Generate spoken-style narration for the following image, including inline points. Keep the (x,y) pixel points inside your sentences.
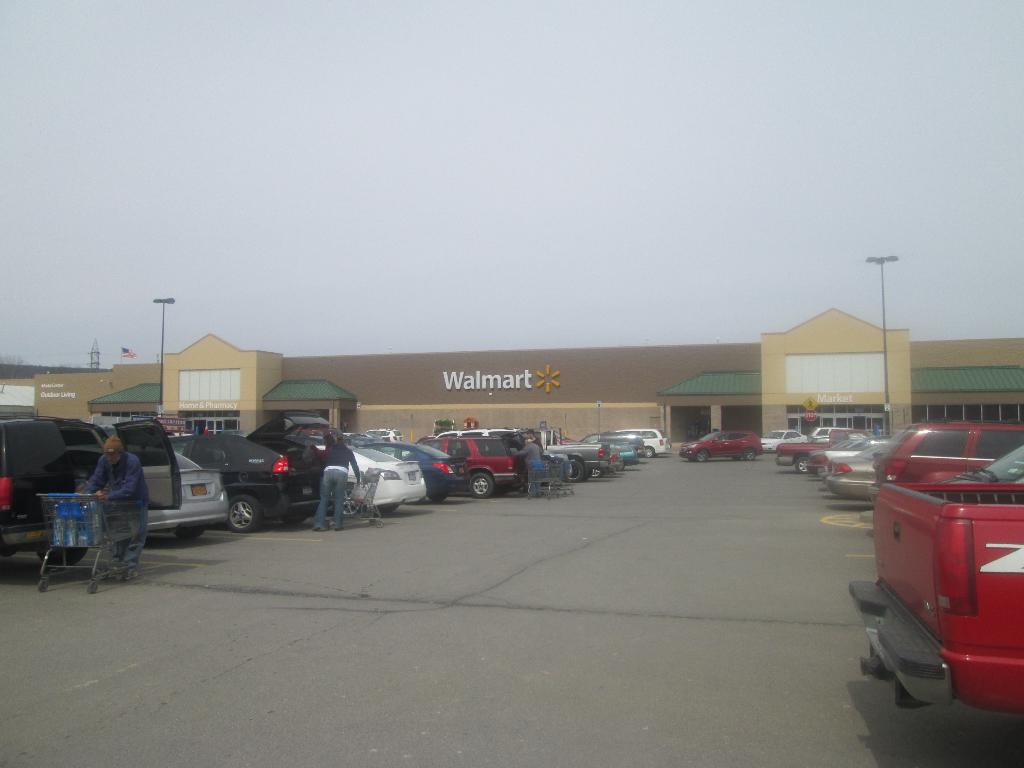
In the image we can see there are many vehicles (958,534) and there are people (338,486) standing and some of them are walking. Here we can see shopping cart (81,533), footpath (504,559) and the store (674,398). Here we can see the poles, tower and the sky (651,198).
